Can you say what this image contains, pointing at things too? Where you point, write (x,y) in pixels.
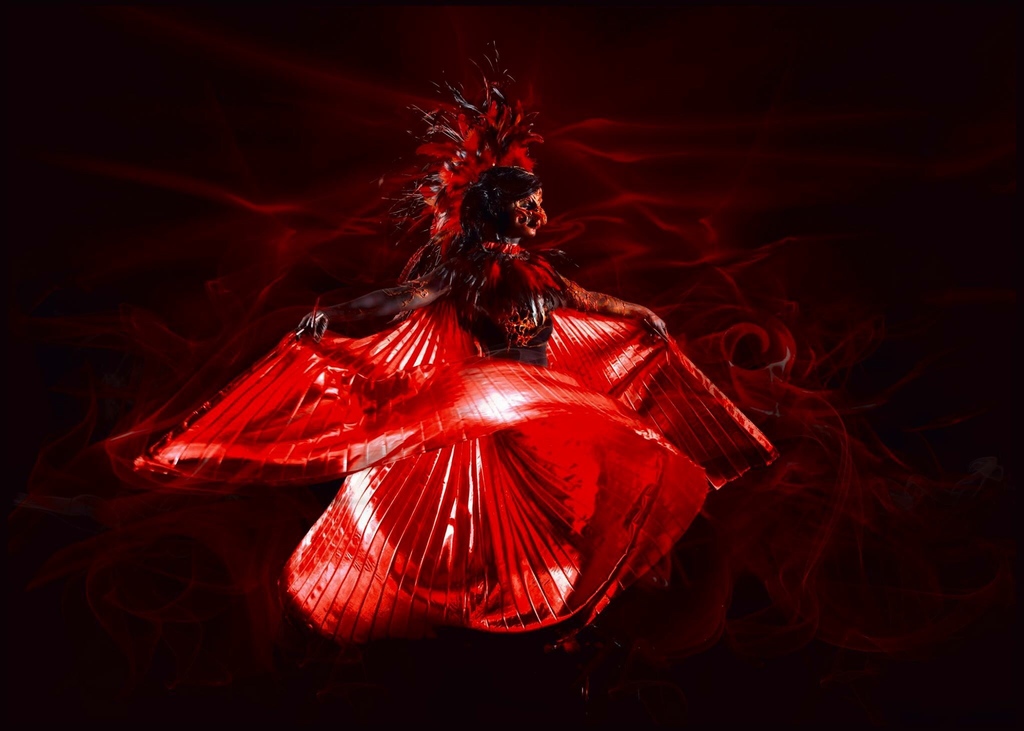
In this picture we can see a painting (691,534) of a dancing woman (383,473) in red.
